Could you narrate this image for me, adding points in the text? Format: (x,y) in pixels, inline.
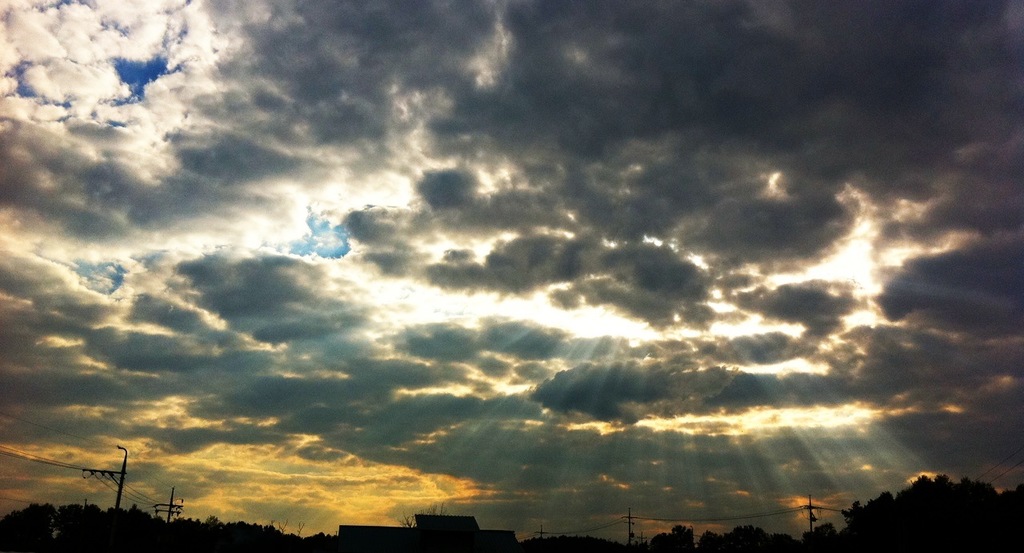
In this image there are poles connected with wires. Bottom of the image (70,533) there are trees (820,539) and buildings (377,529). Background (363,510) there is sky (561,338) with some clouds (462,273).
